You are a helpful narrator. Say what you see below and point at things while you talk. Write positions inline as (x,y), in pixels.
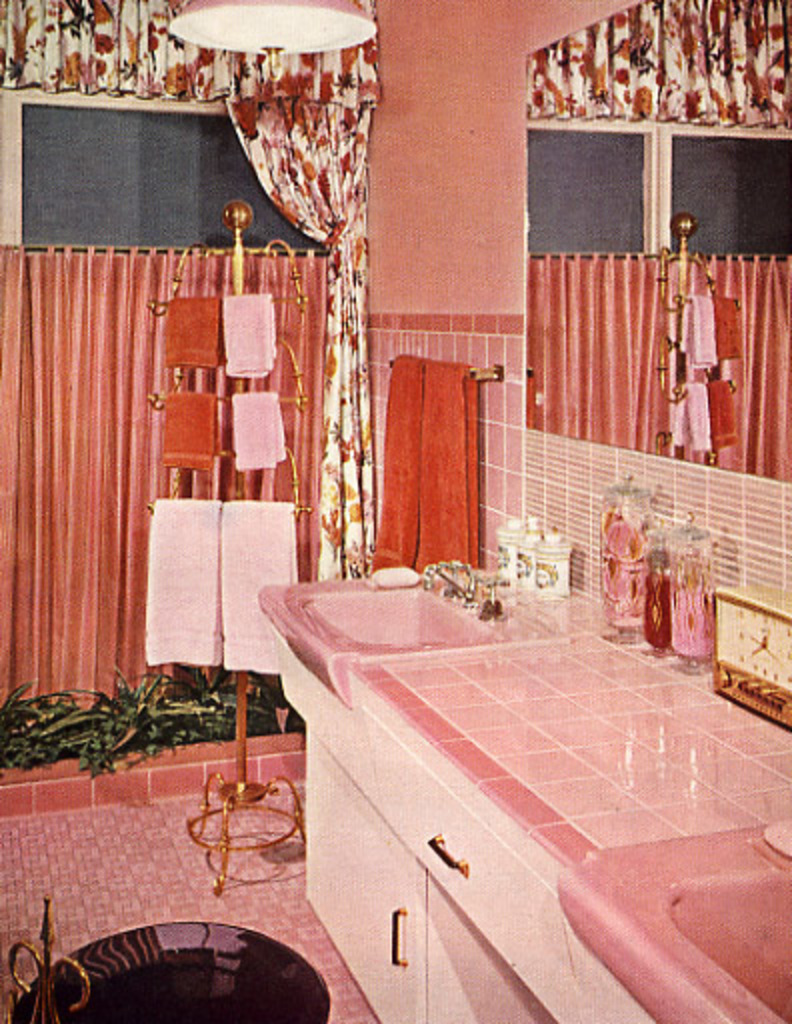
In this image there is a cabinet (449,938) having sink tap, bottles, clock (722,625) on it. There is a rod (452,367) having a cloth (430,403) is attached to the wall (474,360). Beside the cabinet (439,731) there is a standing (187,433) having few cloths (208,582) on it. There are few plants (114,716). Behind there is a curtain (118,320) to the window (85,204).
